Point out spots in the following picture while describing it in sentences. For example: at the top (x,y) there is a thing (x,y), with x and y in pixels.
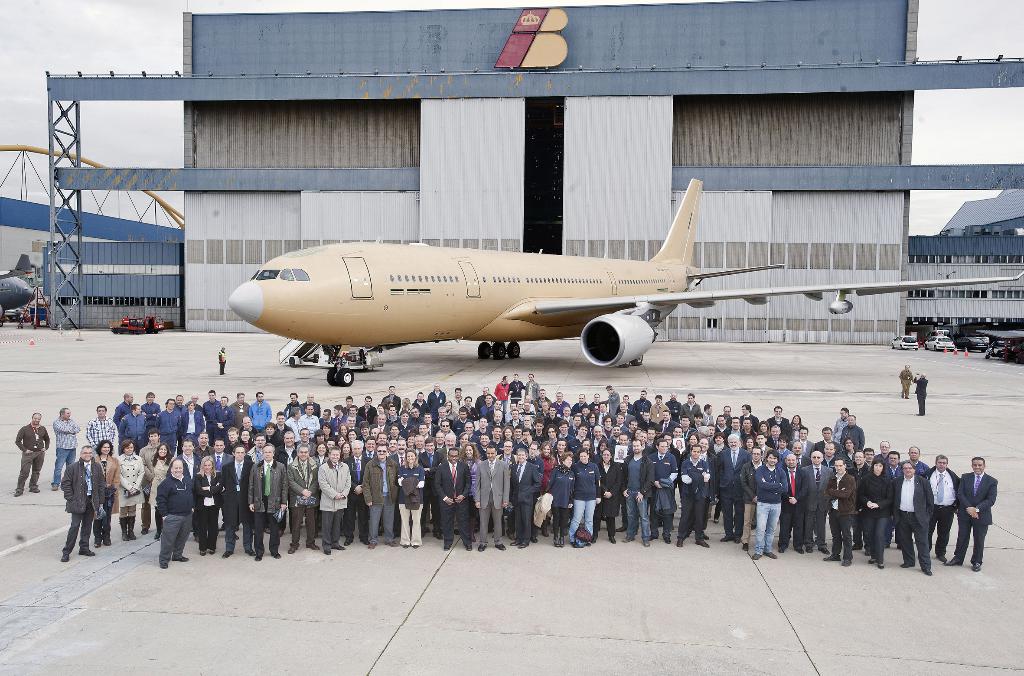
In this picture we can see airplanes (338,374), vehicles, people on the ground (678,377) and in the background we can see buildings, sky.
